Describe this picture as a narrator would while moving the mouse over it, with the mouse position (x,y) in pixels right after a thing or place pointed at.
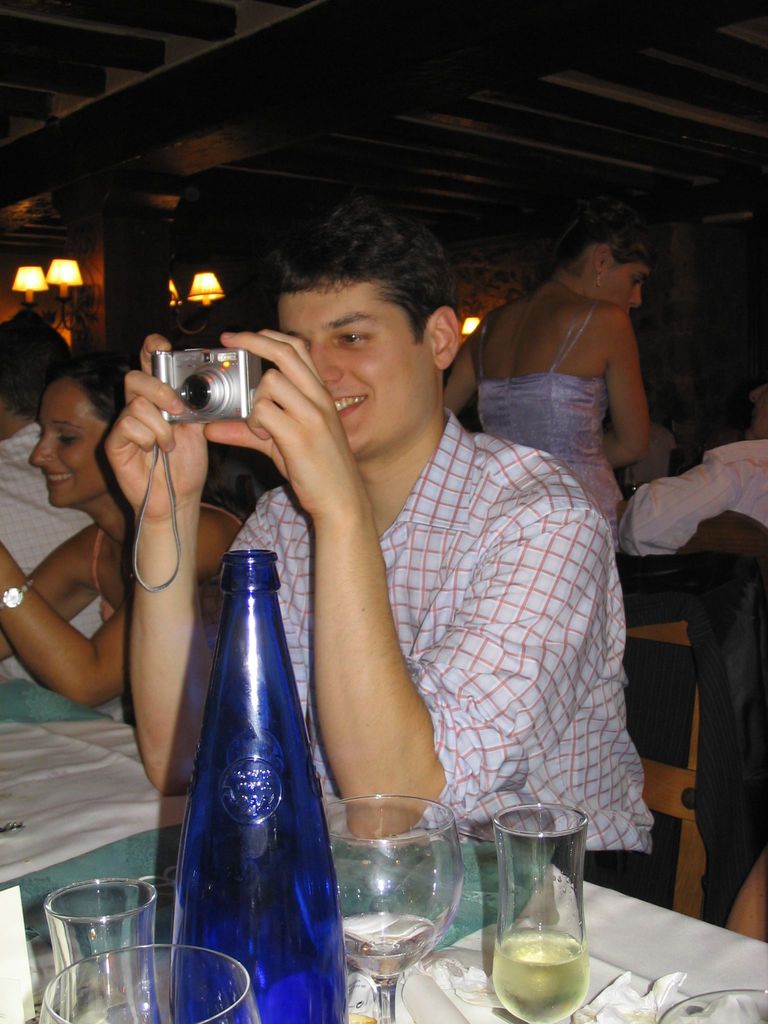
This picture shows a man (388,463) sitting on the chair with a smile on his face (402,404) and he holds the camera (212,356) in his hand (305,404) and we see a water bottle (275,820) and few glasses (535,834) on the table (36,686) and we see few people (4,370) seated and a woman (631,329) standing on his back.
